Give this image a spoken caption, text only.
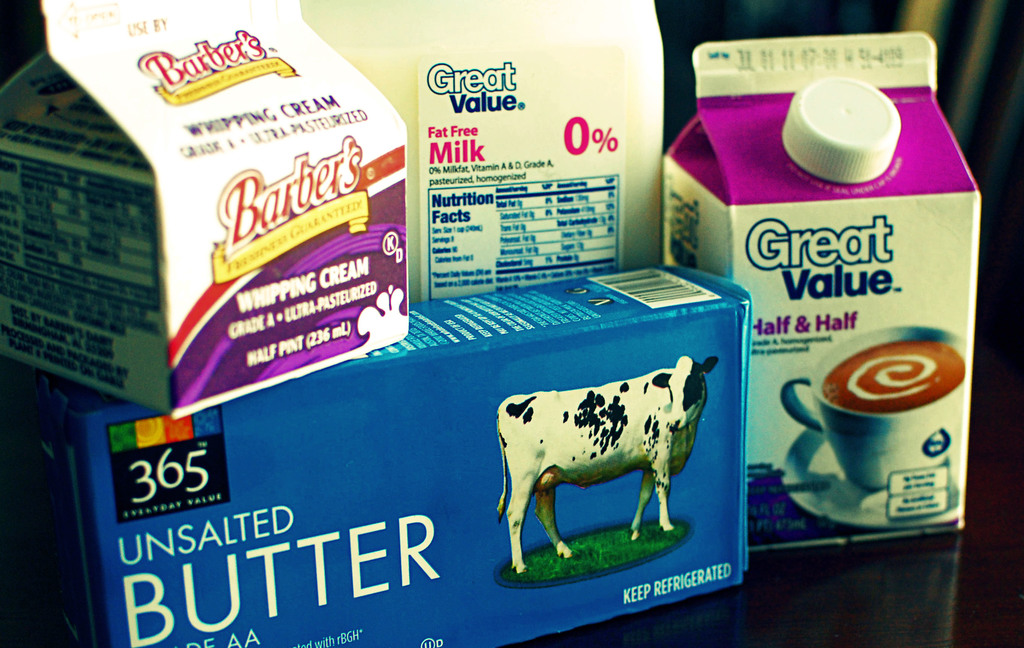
In this image we can see some tetra milk packets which are placed on the surface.
